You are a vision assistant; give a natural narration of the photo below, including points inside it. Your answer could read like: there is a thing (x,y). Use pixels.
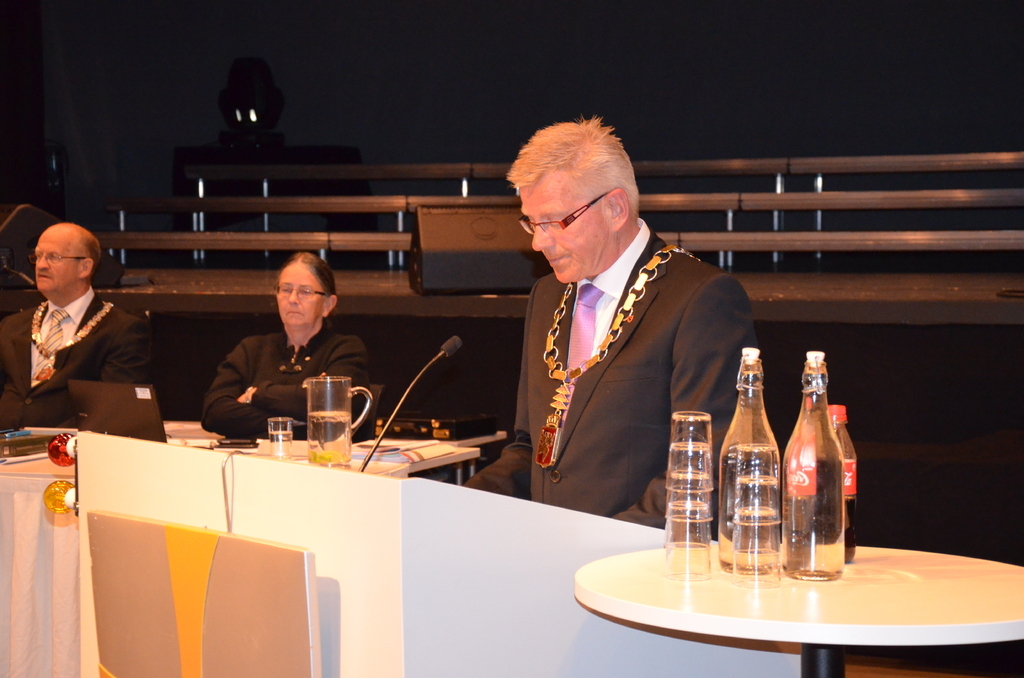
In this image we can see three people (258,348), among them two are sitting and one is standing in front of the mic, in the center of the image (360,443) there is a table (237,475) with some objects (329,455) and right side (807,519) there is another table (714,589) with some bottles (743,400) and glasses (753,467) and the background (786,339) is dark.
